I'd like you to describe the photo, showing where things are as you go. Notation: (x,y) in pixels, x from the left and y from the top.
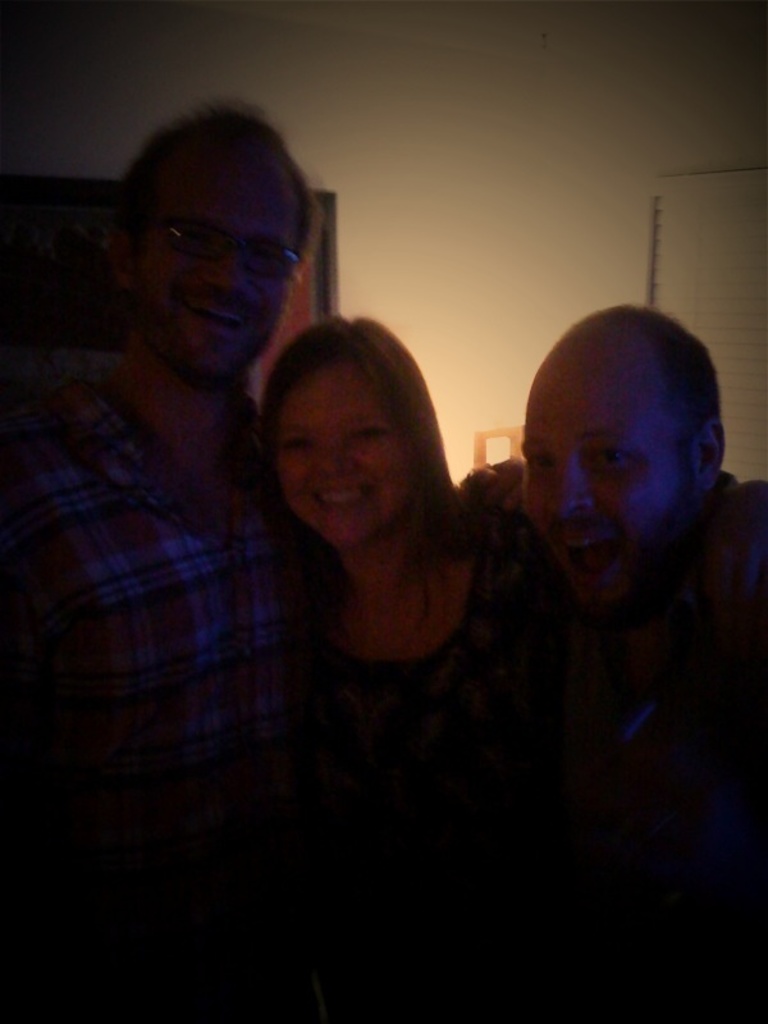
In this image there are three people (197,527) posing for the camera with a smile (341,488) on their face (384,464), behind them there is a wall (487,247).
